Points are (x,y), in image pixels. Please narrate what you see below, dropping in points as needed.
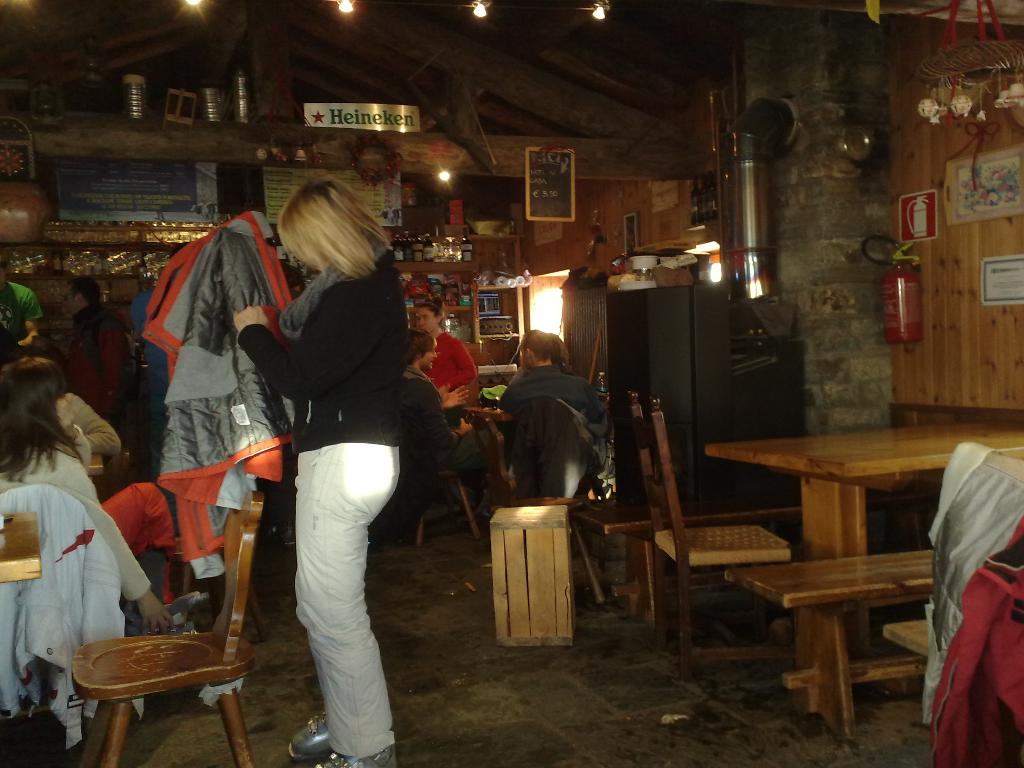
This picture shows a woman (355,455), holding a jacket (232,414), in front of a chair (196,671). And there are some people (12,468) sitting in the chairs (76,591). In the background (509,406) there are some people (469,438), talking, sitting in the chairs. We can observe some items (468,287) placed in the shelves (473,272) and a table (914,444). A cylinder (896,315) is attached to the wall (932,338) here.
